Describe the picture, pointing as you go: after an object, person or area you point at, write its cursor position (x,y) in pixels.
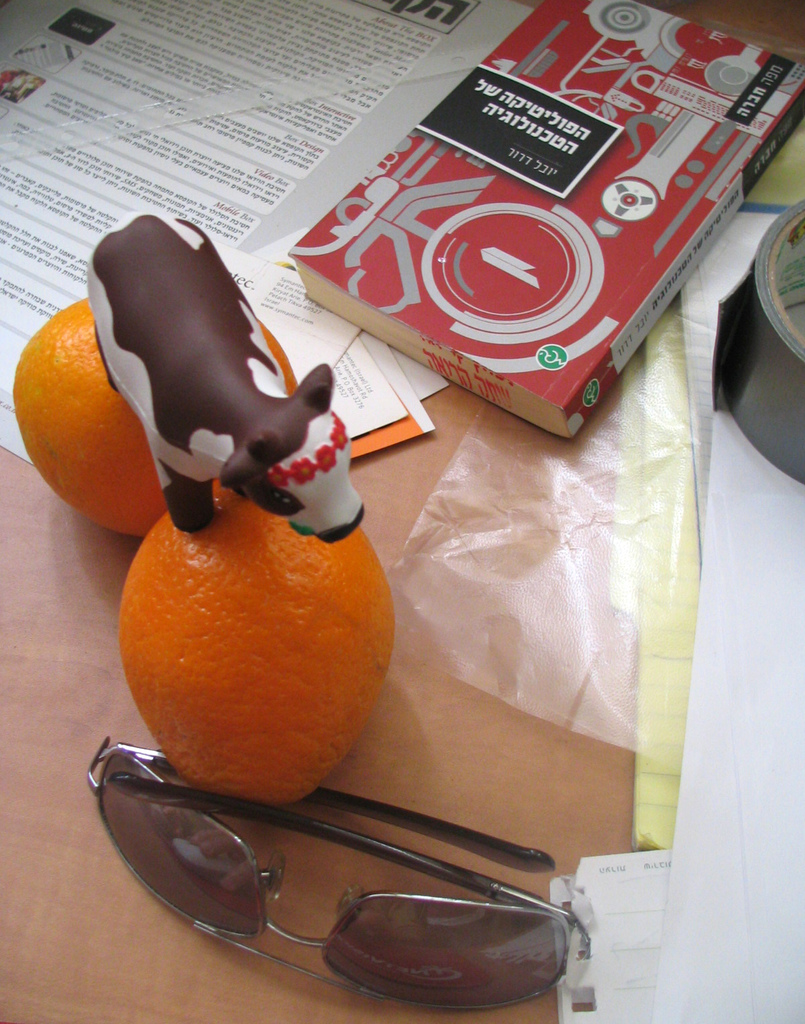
This image consists of books (559,305), papers (498,17), goggles (267,872), two oranges (169,628) and a toy cow (313,450) may be kept on the table (463,394). This image is taken may be in a room.
